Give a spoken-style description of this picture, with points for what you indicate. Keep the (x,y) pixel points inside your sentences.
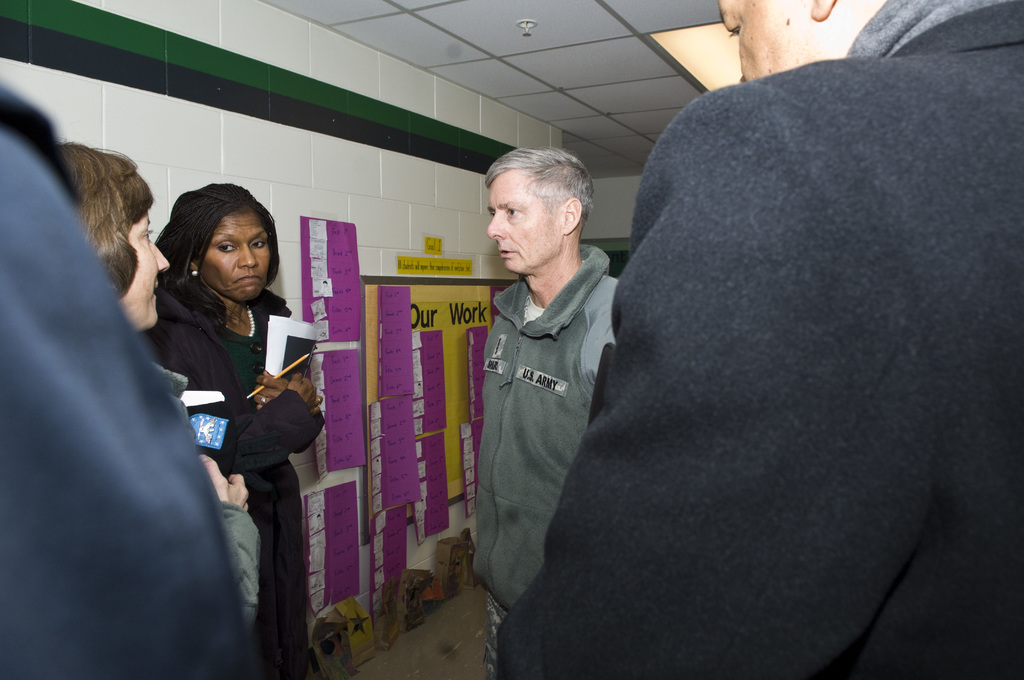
There are people (165,400) standing in the foreground area of the image (572,300), some are holding books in their hands (304,386), it seems like posters (394,314), other objects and lamp (690,55) on the roof (548,57) in the background (694,43).
